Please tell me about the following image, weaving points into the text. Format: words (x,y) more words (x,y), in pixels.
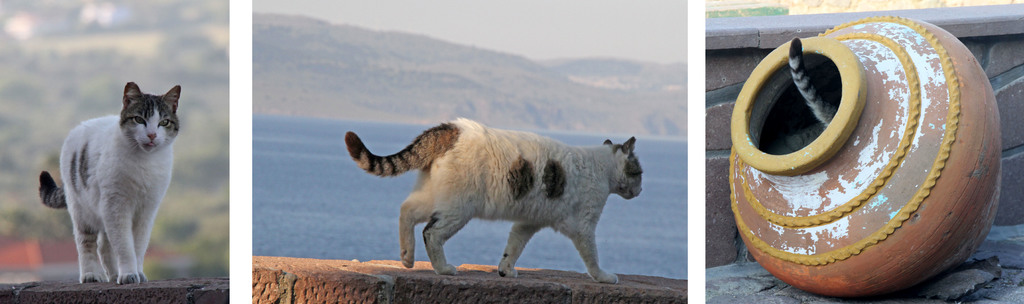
In this image we can see a collage of pictures, in which we can see a cat (536,203) on the surface (522,277), a vessel (876,248) placed on the ground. In the background (321,177), we can see water (336,173), hill (465,82) and the sky (571,31).
